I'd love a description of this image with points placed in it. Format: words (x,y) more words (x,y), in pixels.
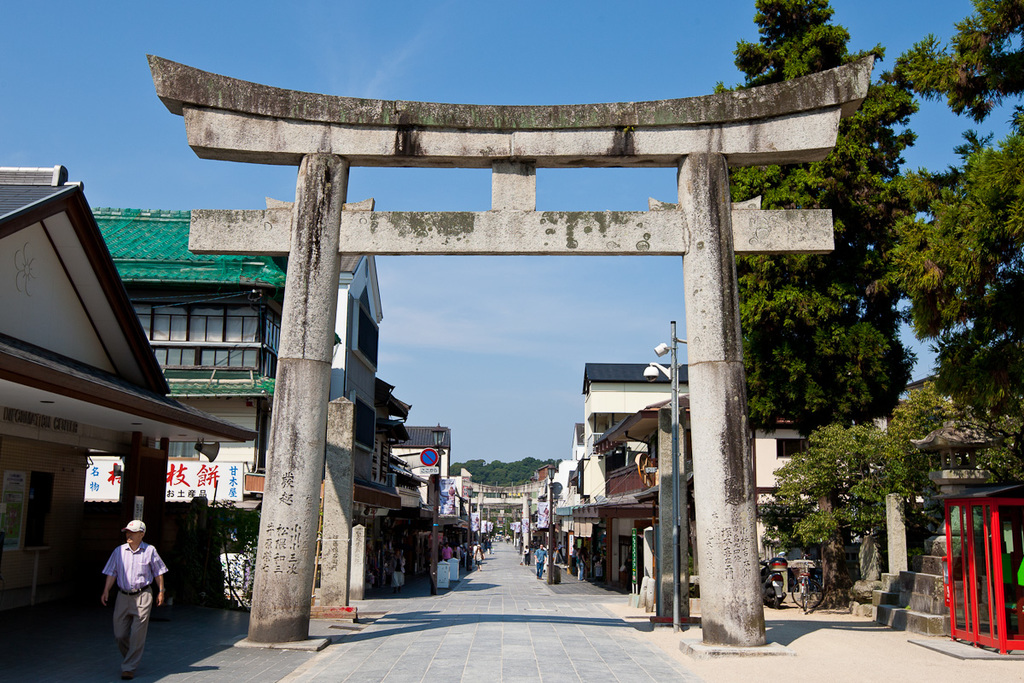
There is an entrance gate (431,155) with pillars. On the sides there are buildings (664,388). On the right side (885,357) there are trees (921,429), steps (911,583) and a street light pole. On the left side (130,577) there is a person (133,579) with a cap (128,527) is walking. Also there is a sign board (427,458) and other boards (179,478). In the back (547,334) there is sky (416,420).
